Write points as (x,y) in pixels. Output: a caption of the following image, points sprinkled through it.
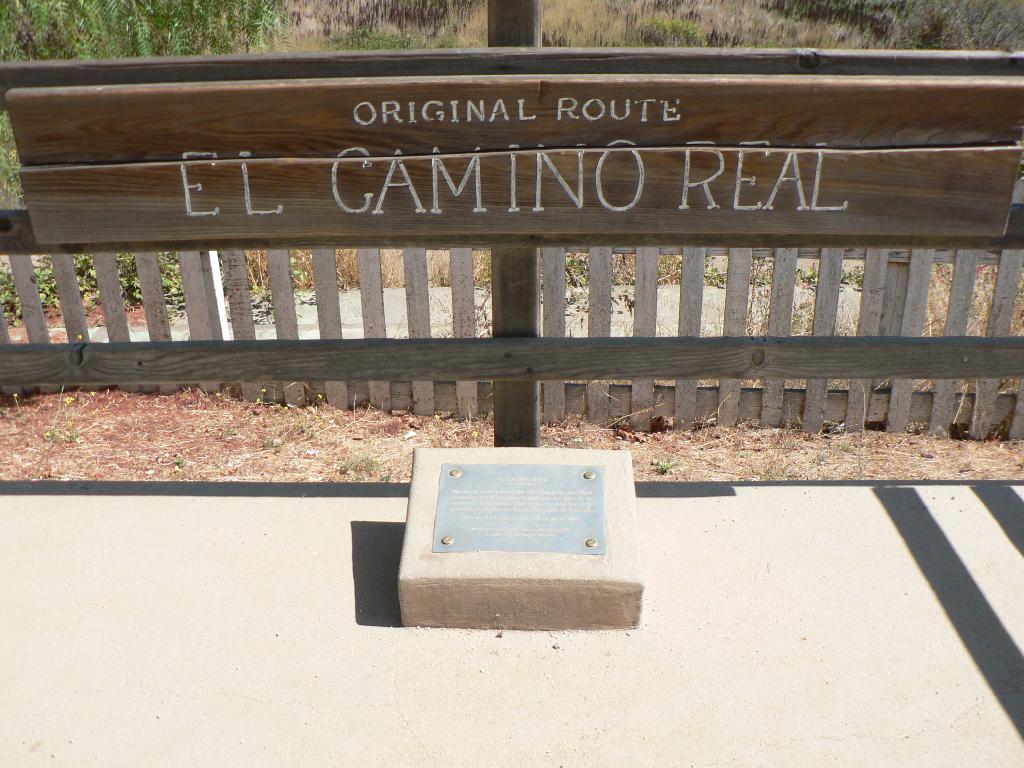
In the center of the image (635,333), we can see some text (378,118) on the board (247,188) and there is a fence (453,253). In the background (108,55), there are trees (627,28). At the bottom (377,521), there is a stone (431,498) and there is ground (160,437).
